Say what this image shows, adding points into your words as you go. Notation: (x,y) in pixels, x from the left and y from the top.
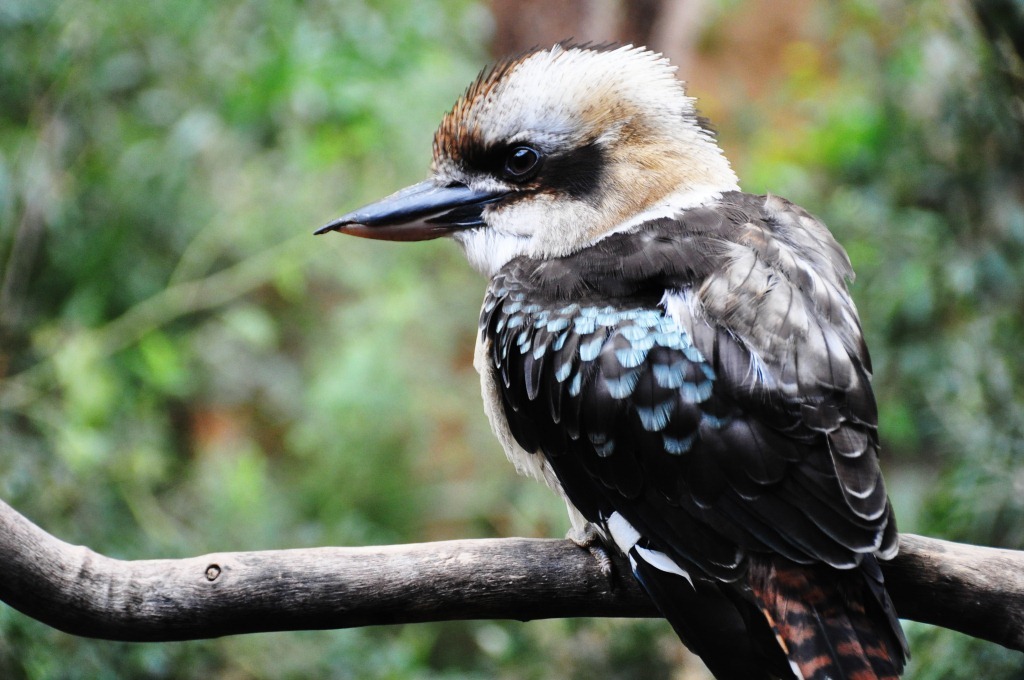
This image consists of a bird (525,330) in white and black color. It is sitting on a stem (112,560). In the background (322,138), there are trees (466,286) and plants (285,324). And the background (24,373) is blurred.
